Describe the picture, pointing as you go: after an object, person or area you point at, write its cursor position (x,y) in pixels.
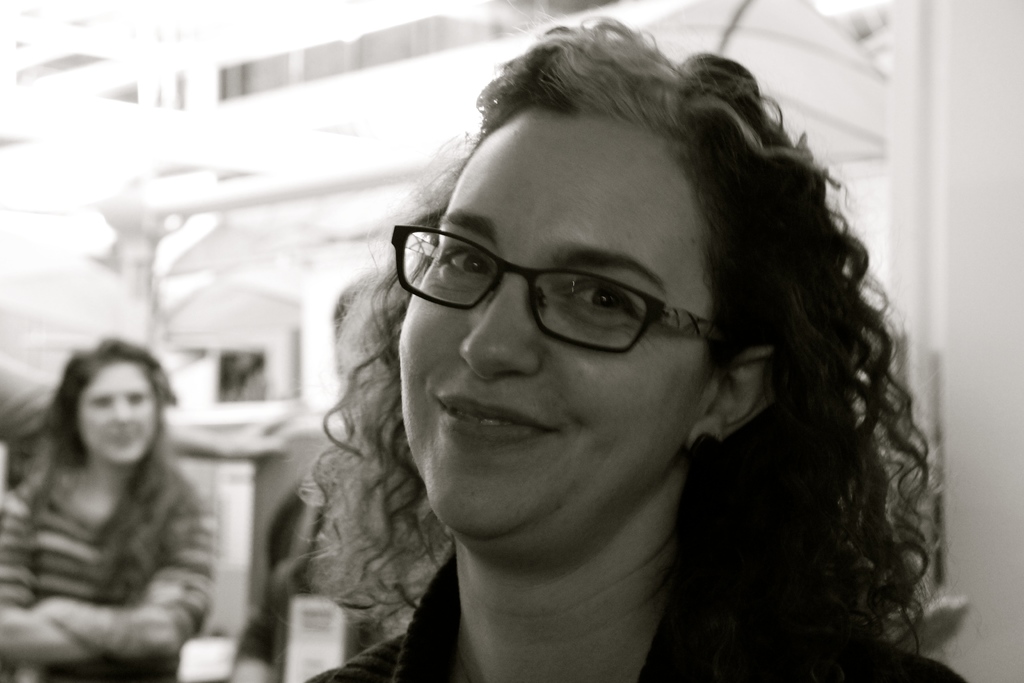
In this picture I can observe a woman (556,462) in the middle of the picture (524,368). She is smiling. Woman (529,432) is wearing spectacles (481,285). On the left side (88,496) I can observe another woman (159,416). The background (304,77) is blurred.
